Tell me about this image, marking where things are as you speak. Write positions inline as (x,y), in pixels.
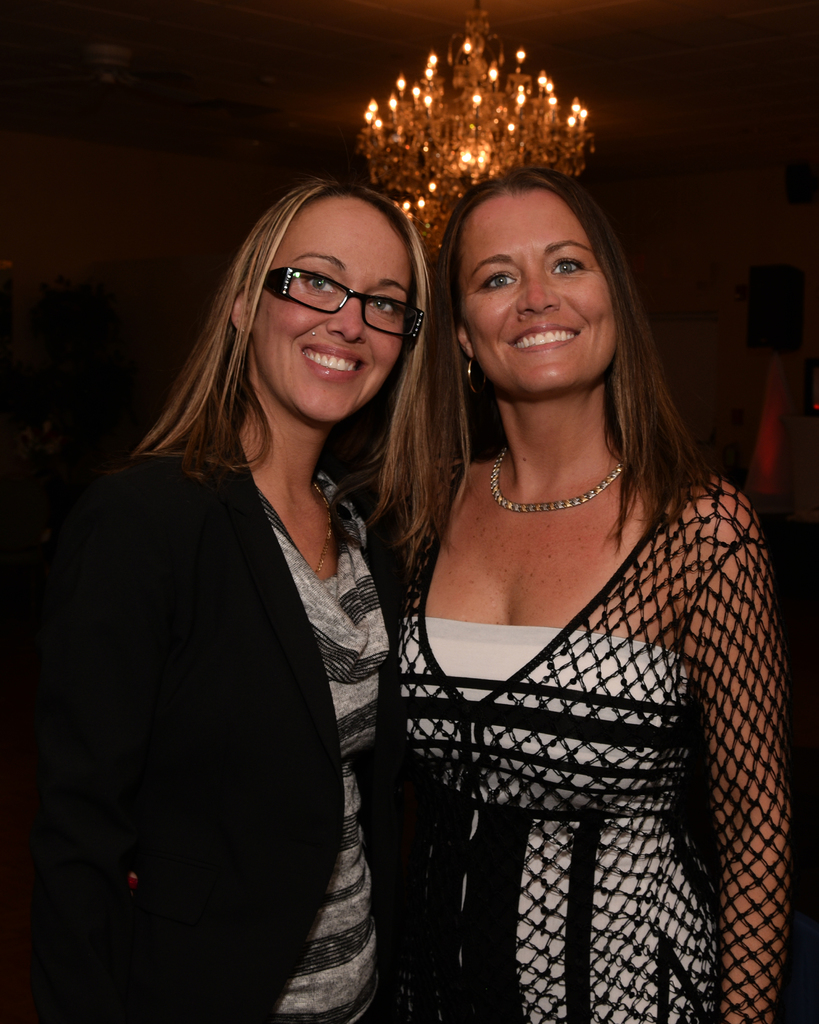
This picture seems to be clicked inside the room (634,523) and we can see the group of persons (327,552). In the foreground (330,840) we can see the two women (413,849) wearing dresses (402,678), smiling and standing. In the background (711,55) we can see the roof (599,70), a chandelier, wall (701,261) and some other objects (774,297).
